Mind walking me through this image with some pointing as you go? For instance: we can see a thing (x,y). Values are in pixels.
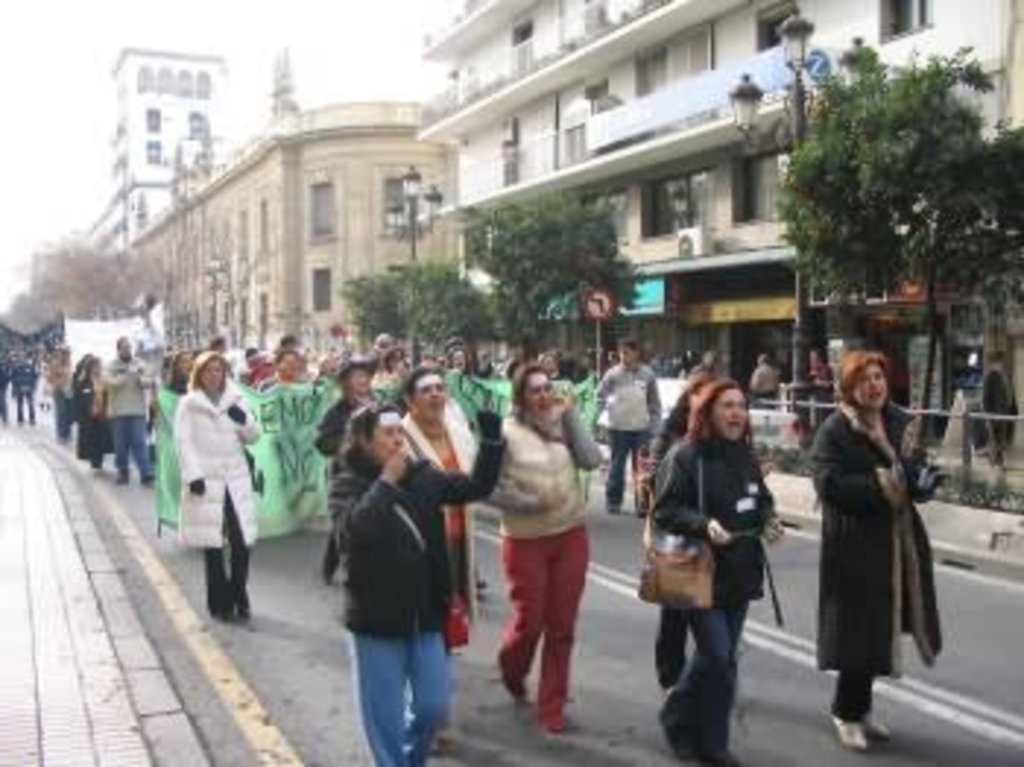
In this picture I can see group of people (380,424) standing on the road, there are plants (1000,495), trees (871,60), there are group of people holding banners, there are lights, boards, poles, and in the background (855,18) there are buildings (206,88).
